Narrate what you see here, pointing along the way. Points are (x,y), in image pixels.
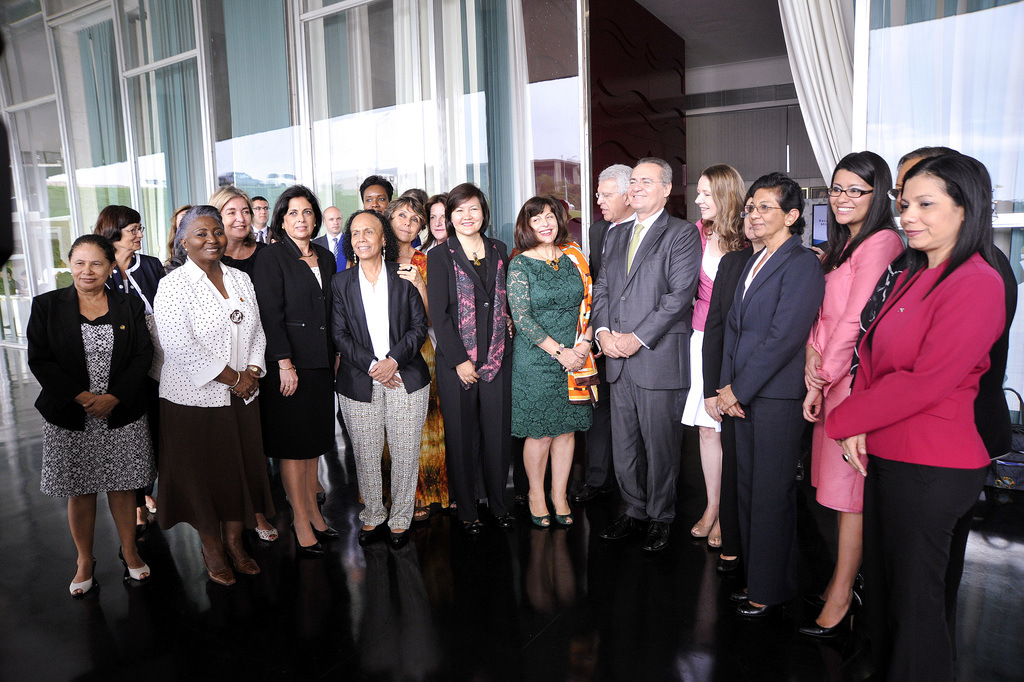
There are group of people (510,257) standing and smiling. These are the curtains (840,45) hanging to the hanger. I can see the glass doors (933,78). Here is the floor (481,549).
